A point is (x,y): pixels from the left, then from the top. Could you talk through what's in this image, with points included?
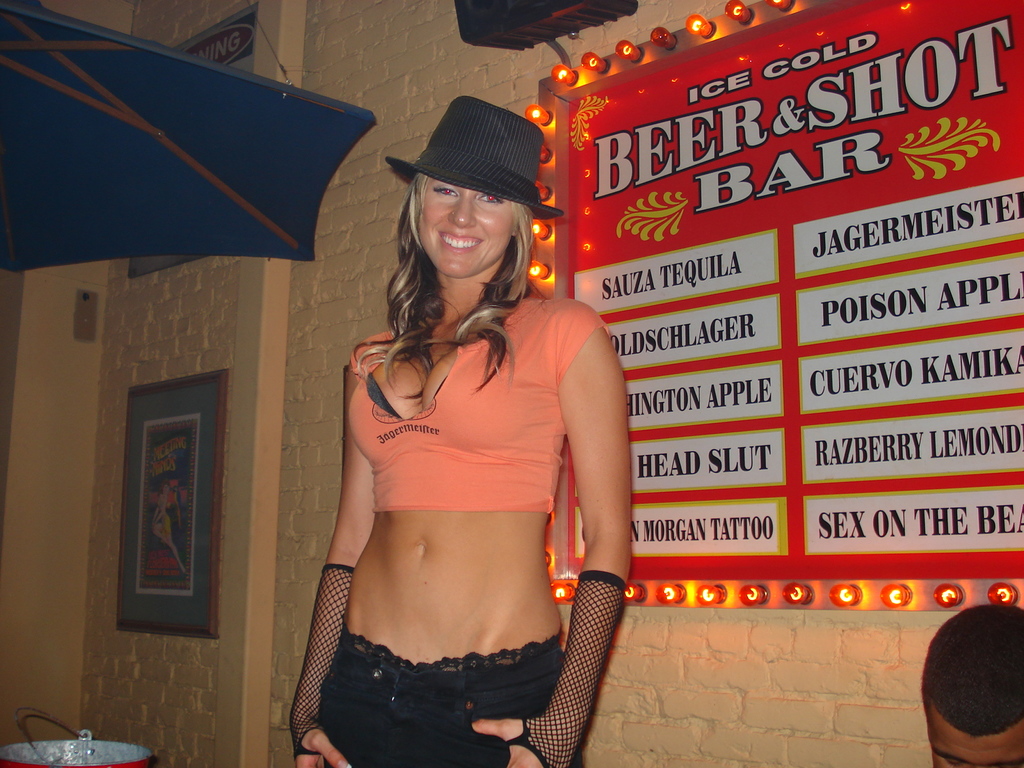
This picture seems to be clicked inside. In the center (425,434) there is a woman (495,527) smiling and standing on the ground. On the right corner (1007,632) we can see the head (950,698) of a person (963,712). On the left (105,54) there is an umbrella (190,155) and a red color object (98,753). In the background (318,52) we can see the wall (345,178) and a picture frame (163,499) hanging on the wall (342,25) and a red color banner (616,161) on which the text (850,443) is printed and we can see the lights (703,29) attached to the board (846,16).
